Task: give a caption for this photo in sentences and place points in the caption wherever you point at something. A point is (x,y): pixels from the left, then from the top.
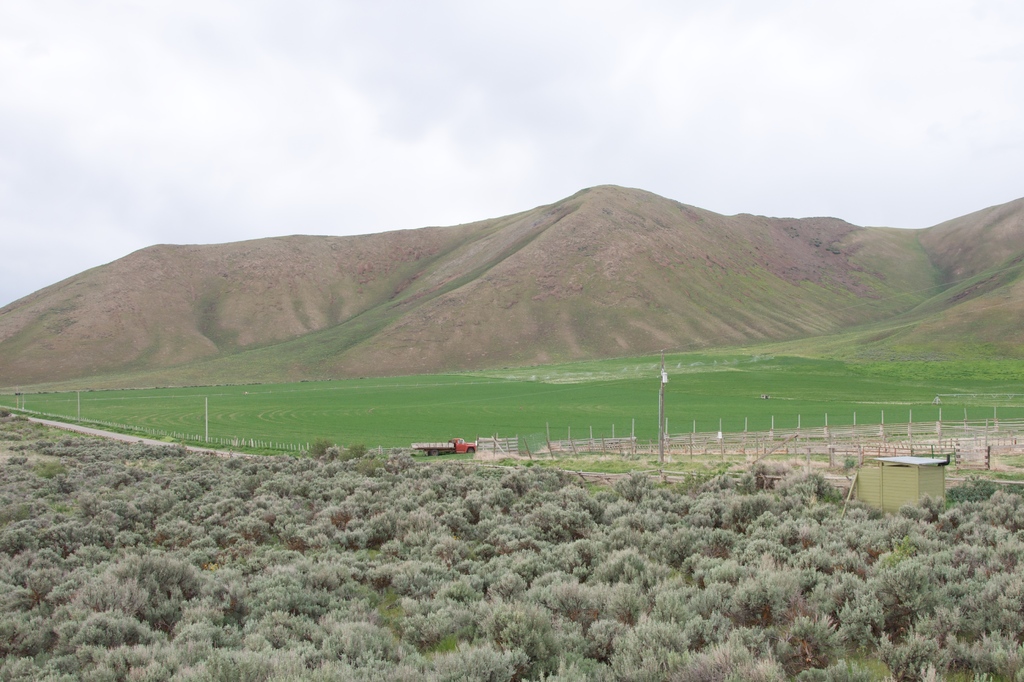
In this picture I can see there is a truck (424,449) and there is grass (457,383), plants (431,466) and there is a mountain (653,350) in the backdrop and the sky (266,102) is cloudy.
